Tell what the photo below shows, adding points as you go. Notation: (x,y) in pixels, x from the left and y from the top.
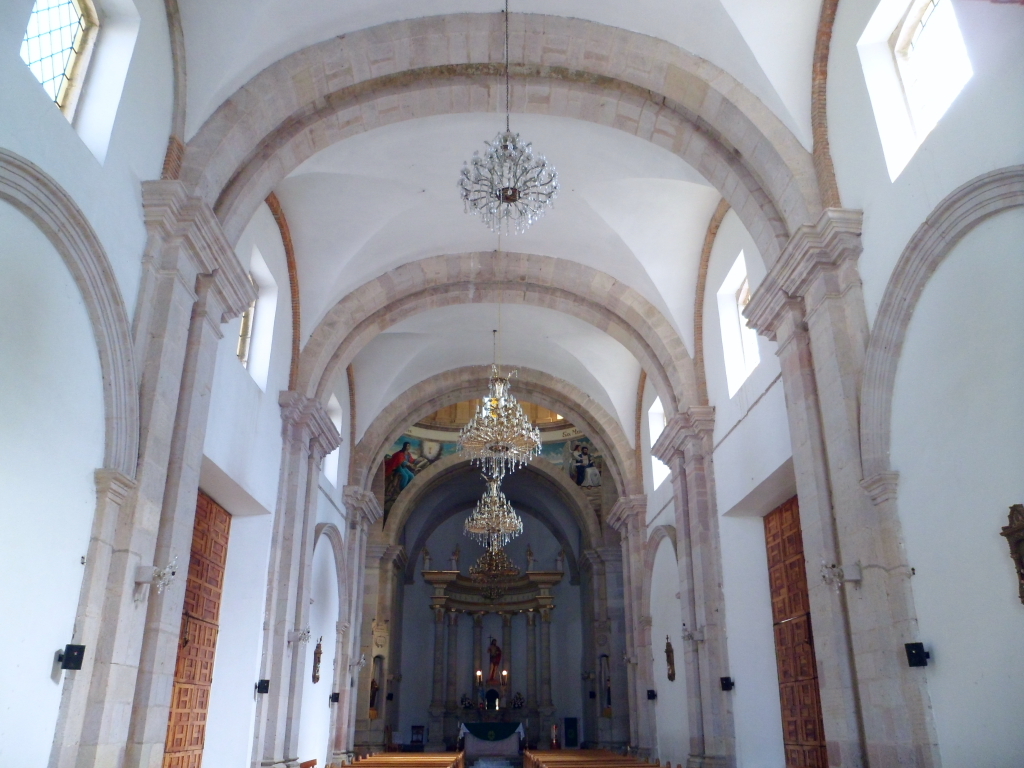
In this image there are chandeliers (487,405) hanging and there are doors (186,588) and there are walls (560,719) and in the background (497,675) there is a statue (498,654) and on the top (45,50) there are windows (911,123).
